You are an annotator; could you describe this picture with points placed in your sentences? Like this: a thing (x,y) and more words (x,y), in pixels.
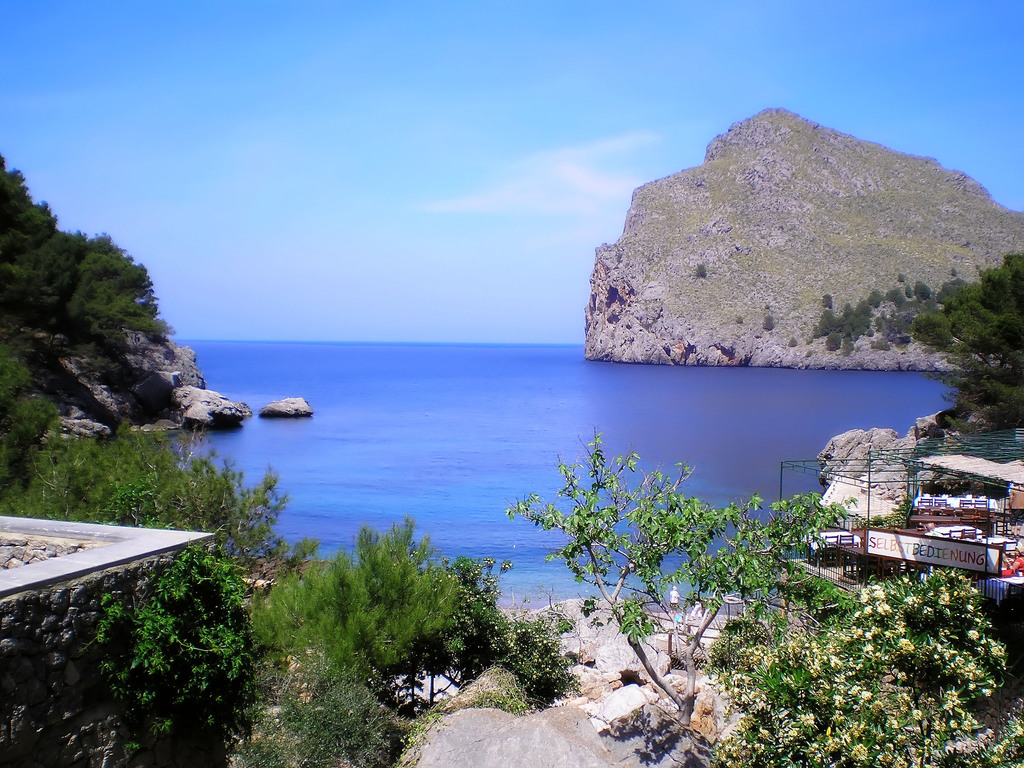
In this picture there are few chairs (958,513), tables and some other objects (909,552) in the right corner (928,546) and there are few trees (42,312) and rocks (97,391) in the left corner (110,504) and there is water (484,410) and a mountain (732,239) in the background (778,223).
